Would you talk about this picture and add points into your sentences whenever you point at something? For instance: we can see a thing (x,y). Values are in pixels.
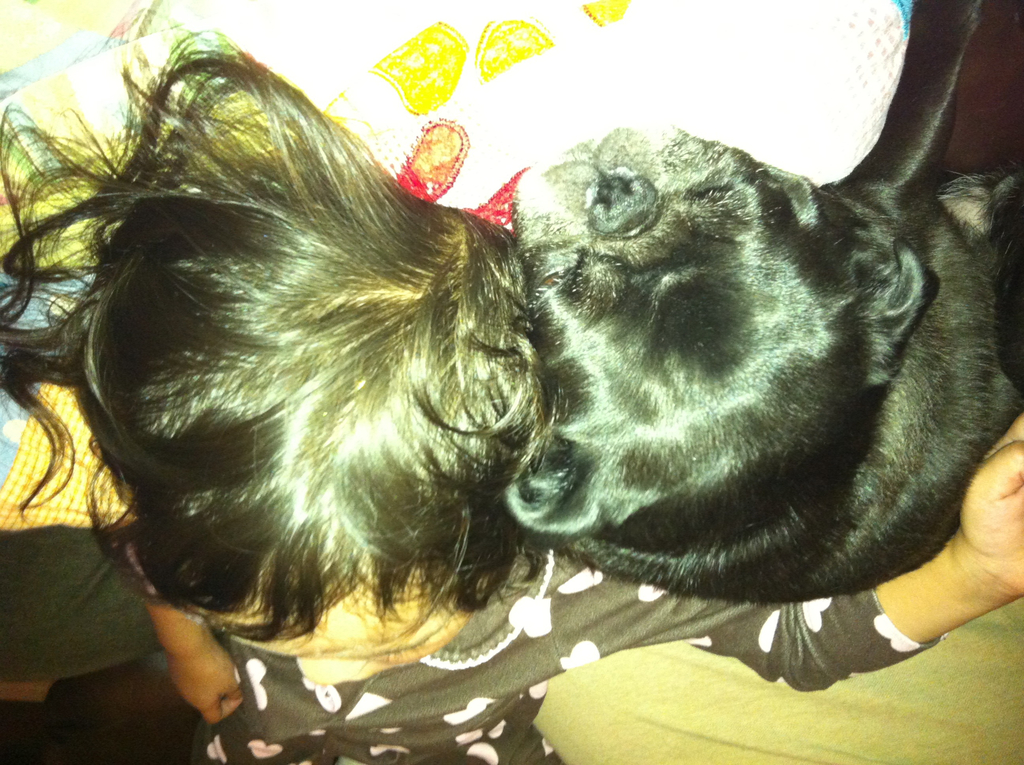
In this image we can see a child (506,671) and a dog (938,521) are sleeping on the bed (869,698).
